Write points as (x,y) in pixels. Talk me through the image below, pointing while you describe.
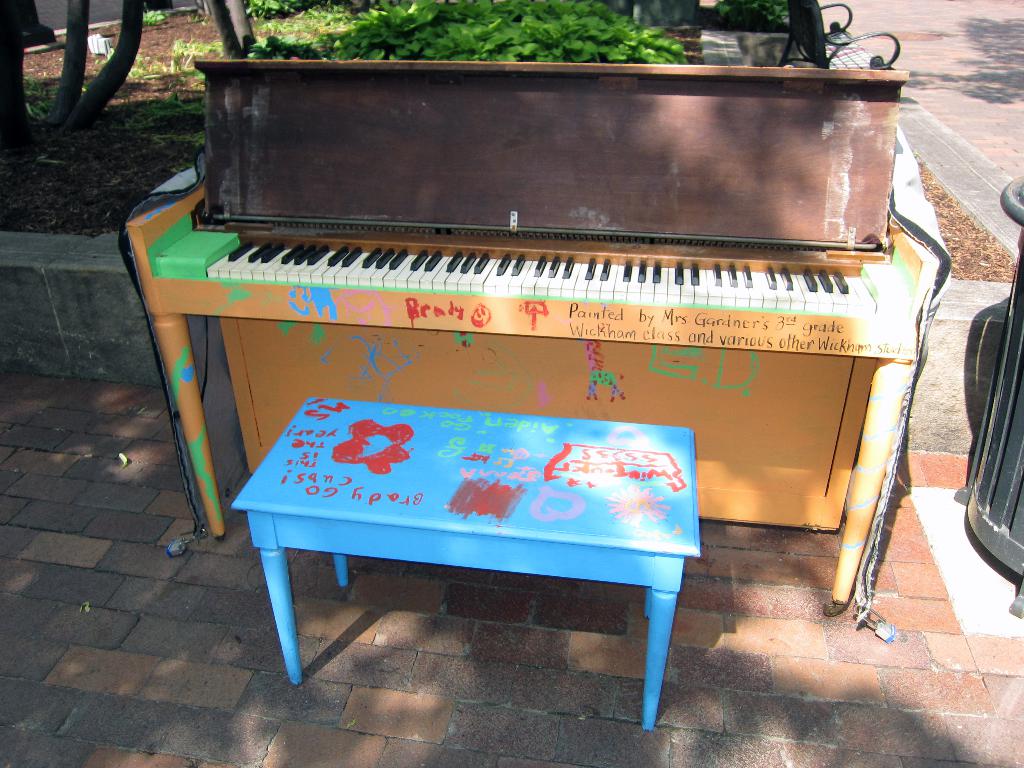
In this picture there is a piano (549,335), there is a chair (618,434) in front of it. In the background (138,59) there are plants (363,30), soil (105,196) and on to the right (965,77) there is a walk way (971,113).
